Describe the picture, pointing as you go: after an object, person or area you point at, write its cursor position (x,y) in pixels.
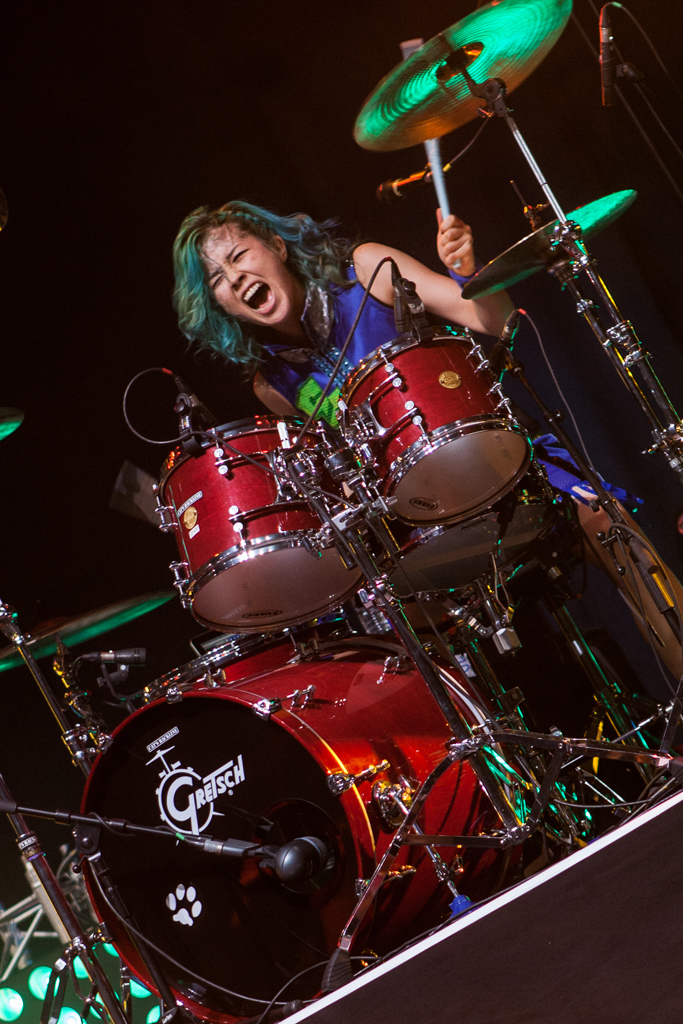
In this picture there is a girl (385,296) in the center of the image (308,351) and there is a drum set (462,580) in front of her and there is a mic (604,80) on the top right side of the image (625,70) and there are lights (86,972) at the bottom side of the image (15,997).
